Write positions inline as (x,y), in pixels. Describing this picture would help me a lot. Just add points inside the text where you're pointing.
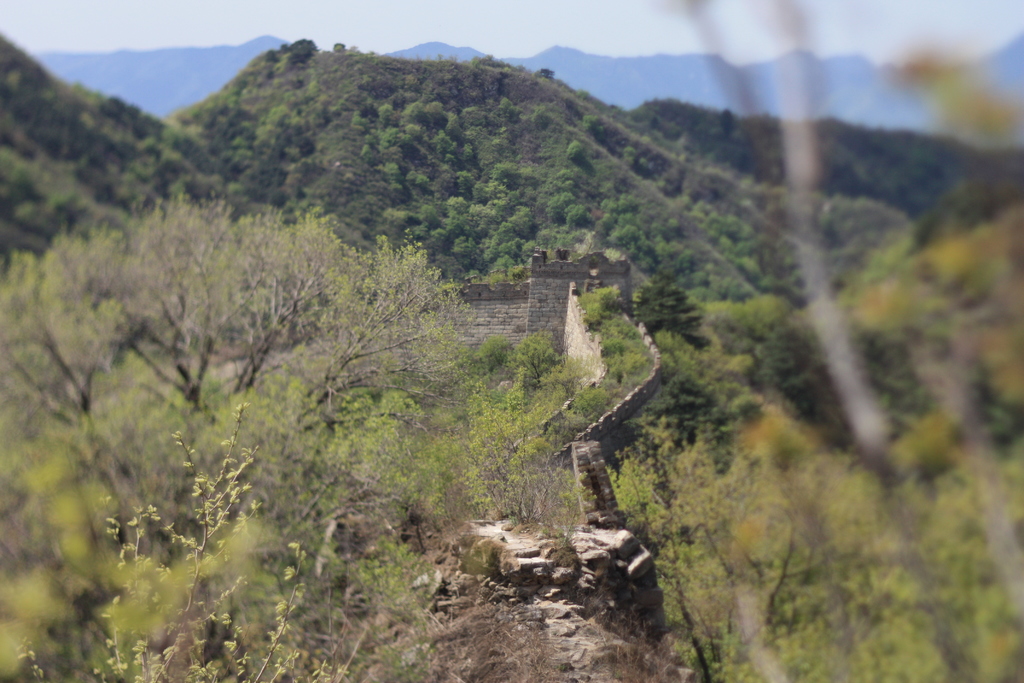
Here we can see trees (712,308). In the background (452,222) there is a mountain (600,145) and sky (719,33).
